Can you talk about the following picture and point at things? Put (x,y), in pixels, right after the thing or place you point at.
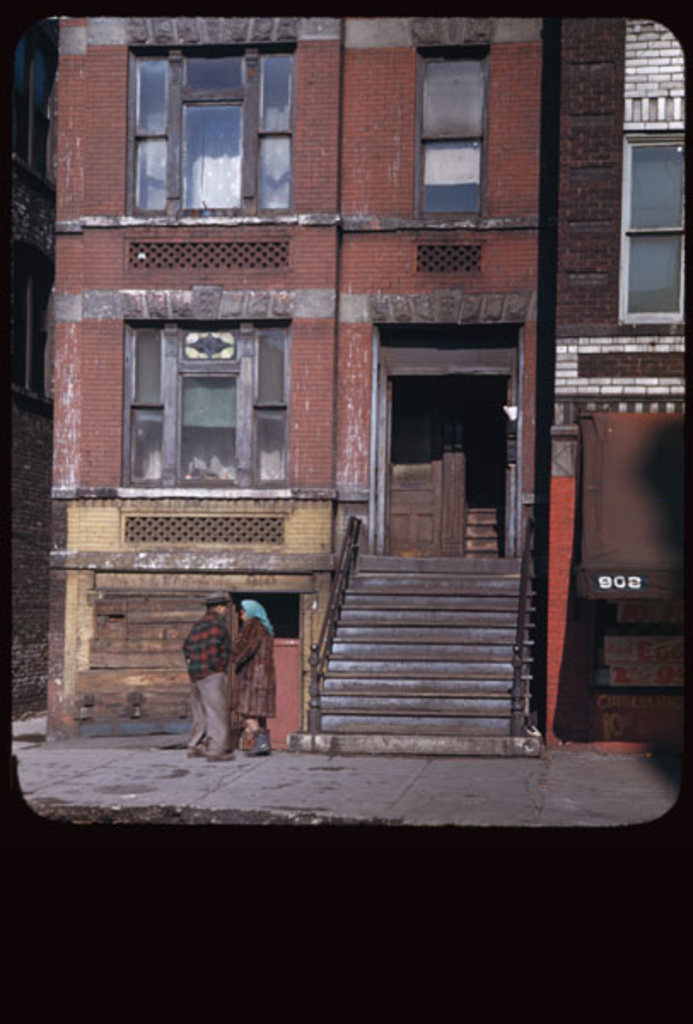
In this picture we can see a building (487,267), windows (429,65), stairs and the railings (514,721). We can see a man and a woman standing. Borders (25,17) of the image are in black color.
